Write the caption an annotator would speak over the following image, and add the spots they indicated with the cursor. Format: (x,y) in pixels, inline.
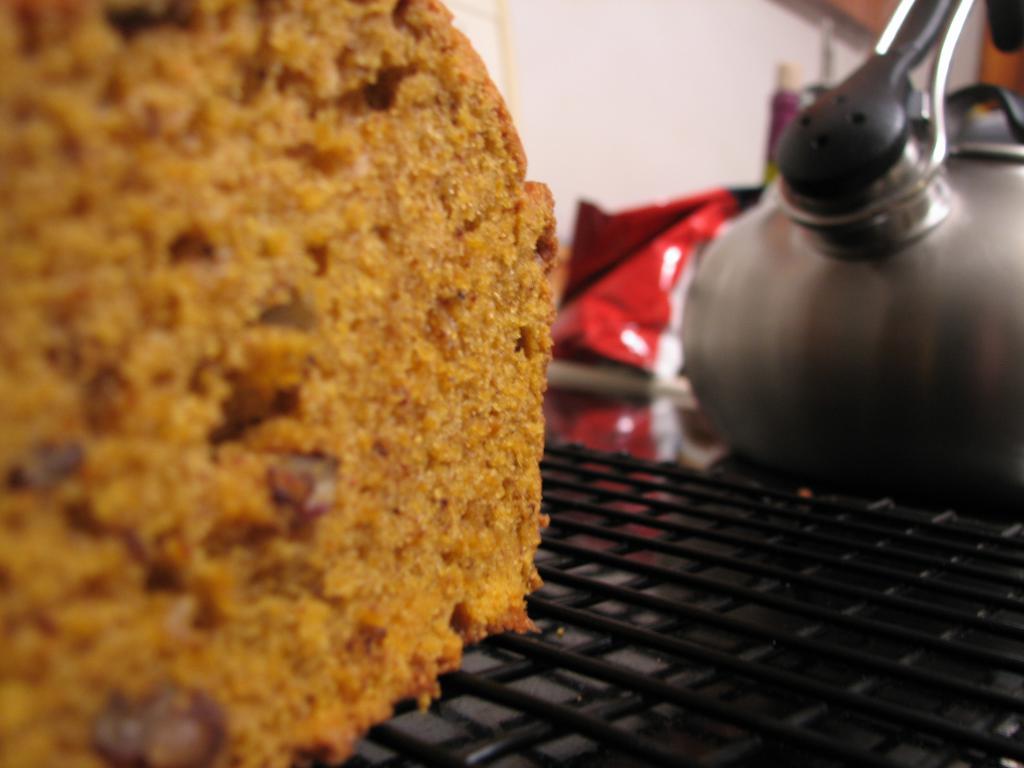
We can see a cake (385,552) on the grill (781,627).
